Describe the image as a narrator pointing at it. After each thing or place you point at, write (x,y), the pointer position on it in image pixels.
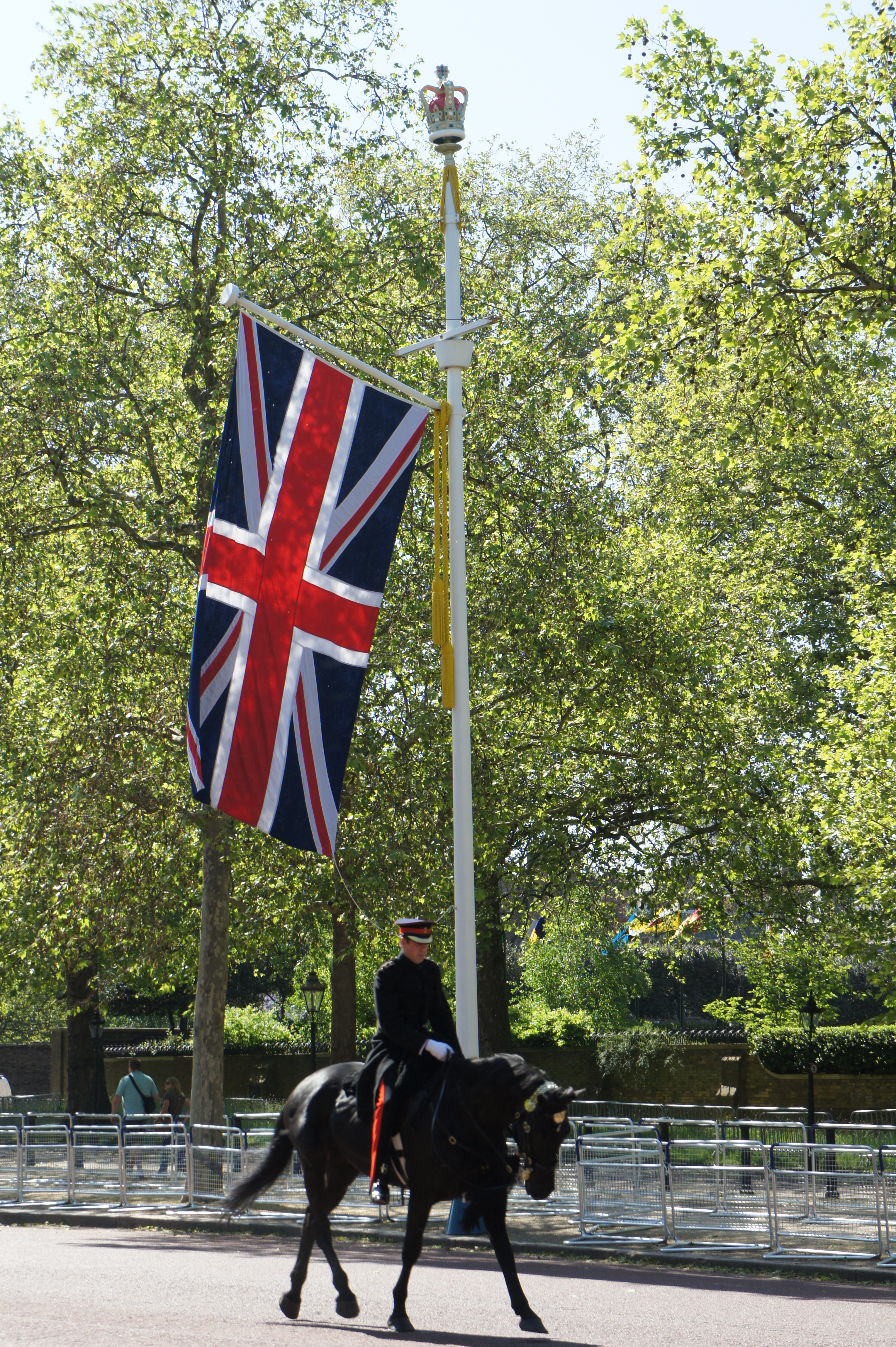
In this picture in the center (330,614) there is man (423,1063) riding a horse (419,1159) and there is a pole (455,764) and on the pole (455,764) there is a flag (310,555). In the background (158,928) there is a fence (604,1127), there are trees (174,936) and there is a person (126,1102) and there is a wall (119,1063).
